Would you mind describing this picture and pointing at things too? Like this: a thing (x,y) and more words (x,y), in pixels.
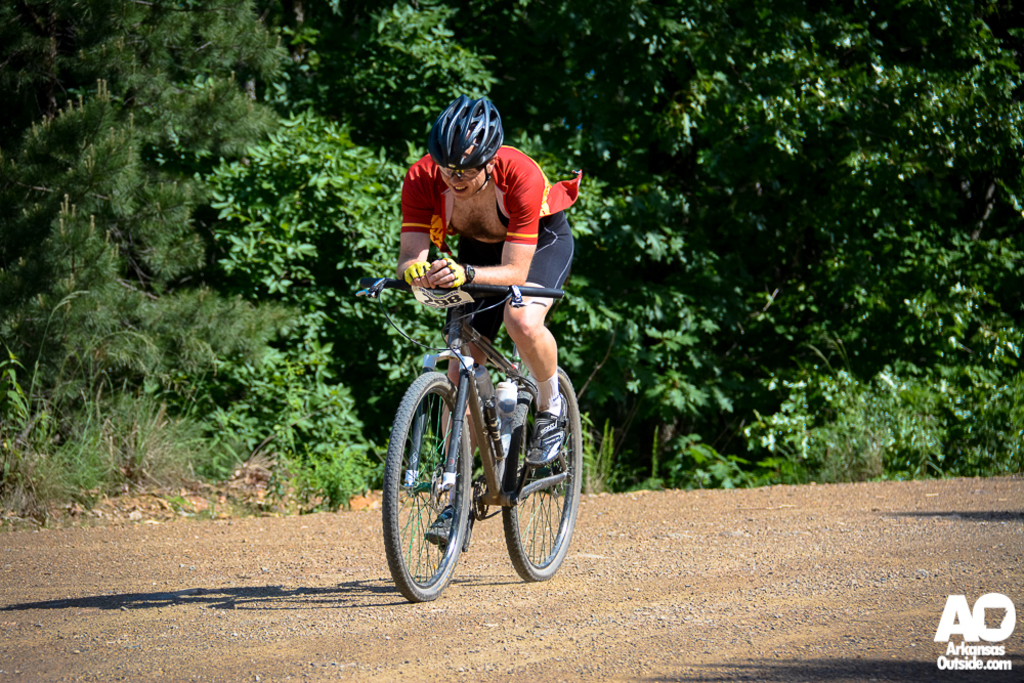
In this image we can see a person (491,214) riding a bicycle (459,311). And we can see the plants (302,205) and trees (208,251).
